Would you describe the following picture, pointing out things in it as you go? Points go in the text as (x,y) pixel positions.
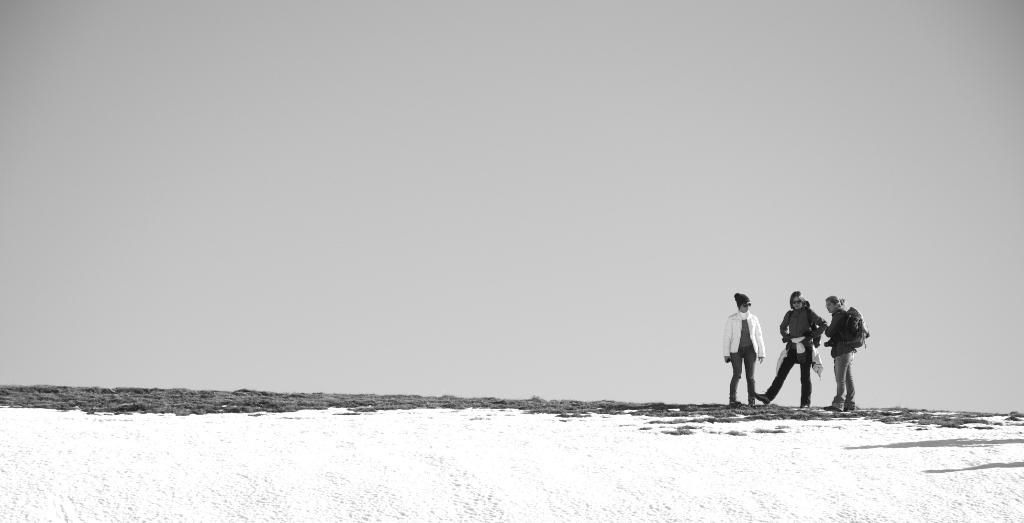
In this picture I can see there are three people (792,368) standing and they are standing on the right (839,345) and there is snow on the floor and the sky (538,142) is clear.
